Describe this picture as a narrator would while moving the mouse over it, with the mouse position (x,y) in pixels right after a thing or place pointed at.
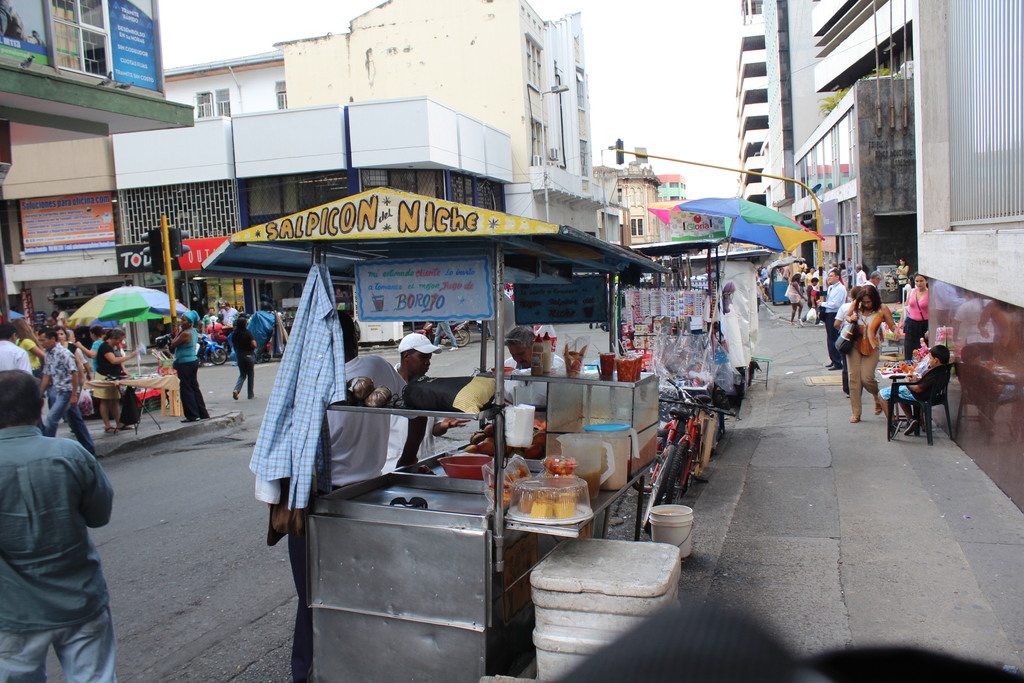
In this image there is a shop (509,447) in the bottom of this image (403,524) and there are some buildings (112,208) in the background (574,205). There are some persons (196,356) standing on the left side of this image (190,414) and on the right side of this image (833,292) as well. There is a sky (285,22) on the top of this image (655,64).
